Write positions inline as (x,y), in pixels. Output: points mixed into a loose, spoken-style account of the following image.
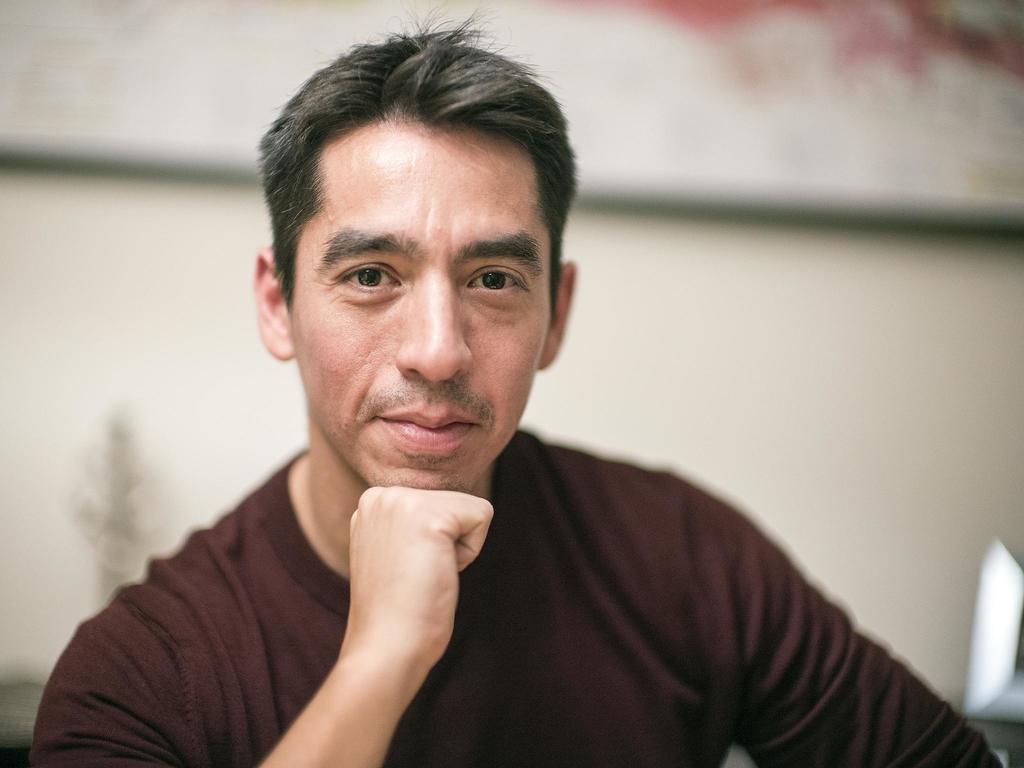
In this picture, we can see a person (457,424) and the blurred background (556,410).
